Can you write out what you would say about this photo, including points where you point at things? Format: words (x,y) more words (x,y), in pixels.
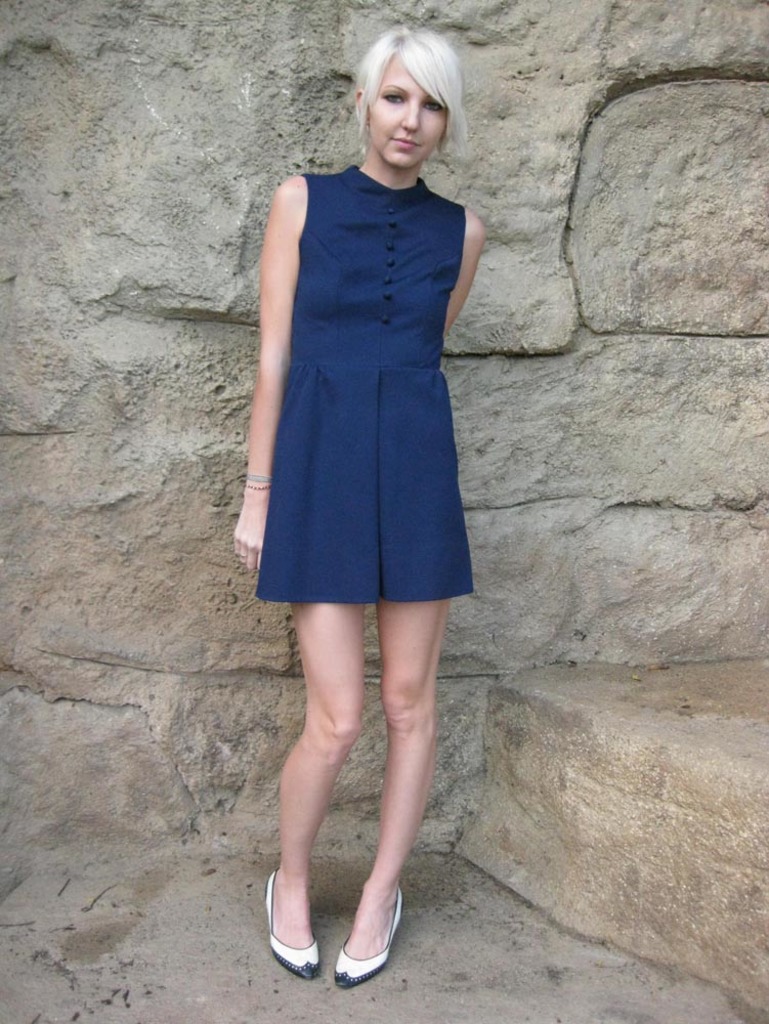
In this picture we can see a woman (382,549) standing here, she wore a blue color dress (359,476) and shoes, in the background (609,277) there is a rock (613,229).
